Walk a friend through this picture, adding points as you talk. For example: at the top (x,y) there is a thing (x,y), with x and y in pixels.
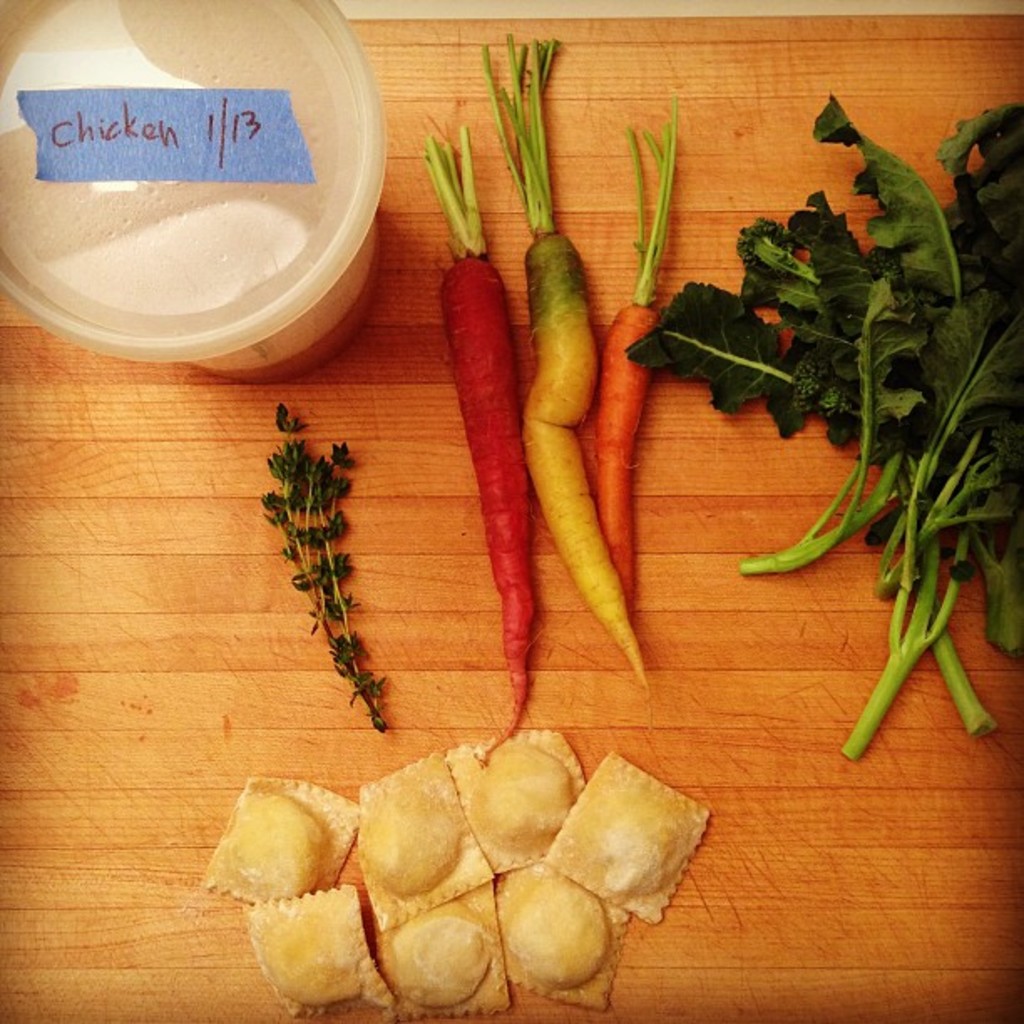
In this picture we can observe vegetables (462,323) like carrot (587,523) and leafy vegetables (765,354). We can observe some food (451,816) and a box (154,283) placed on the brown color table (172,583).
